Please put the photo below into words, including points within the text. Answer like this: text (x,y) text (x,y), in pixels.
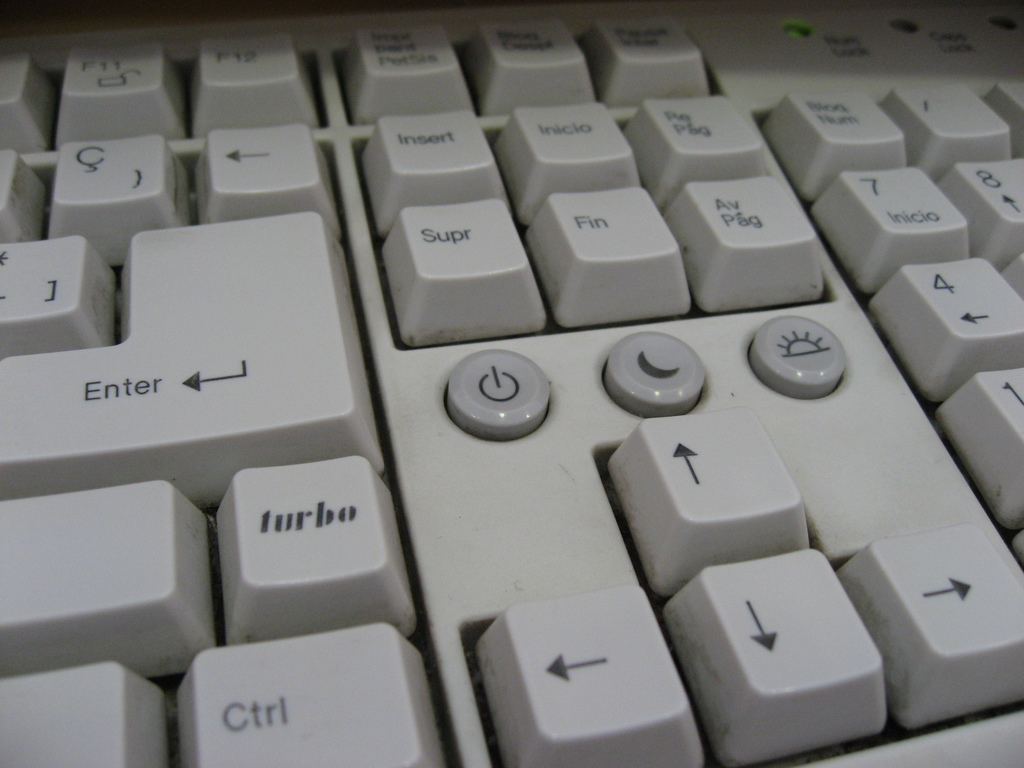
In this image I can see a keyboard (424,311). On the key buttons (425,154), I can see black color text (729,206) and numbers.
